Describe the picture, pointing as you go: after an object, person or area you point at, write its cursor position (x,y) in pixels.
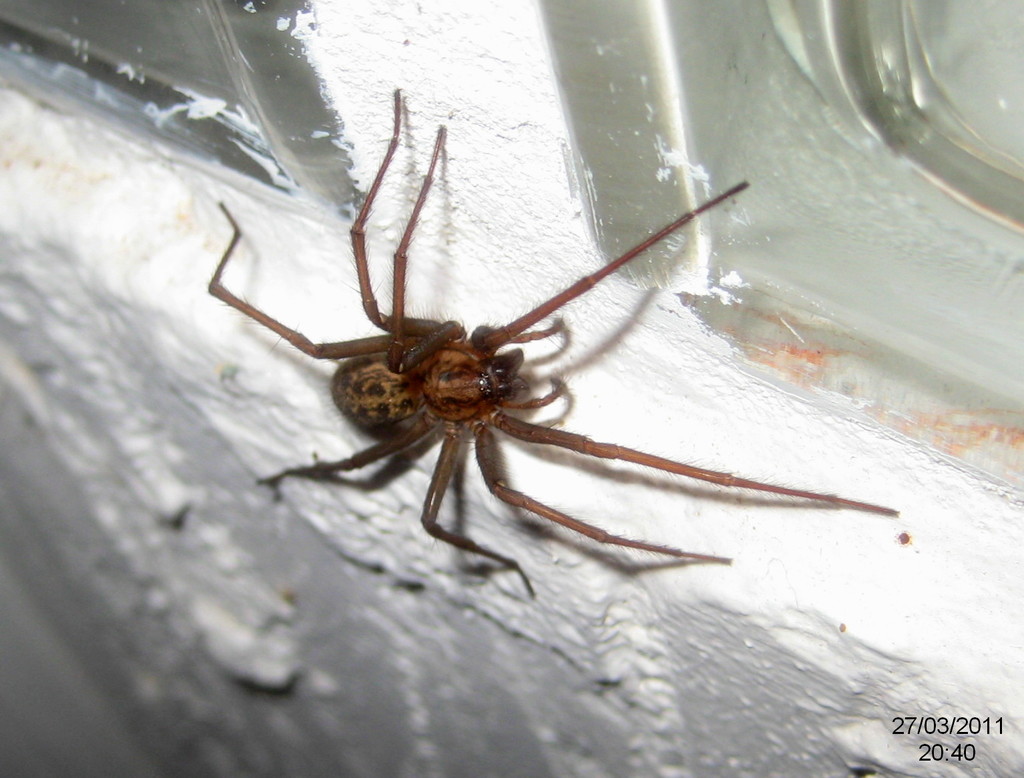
In this image, we can see a house spider (480,395) on the white surface (972,656).
